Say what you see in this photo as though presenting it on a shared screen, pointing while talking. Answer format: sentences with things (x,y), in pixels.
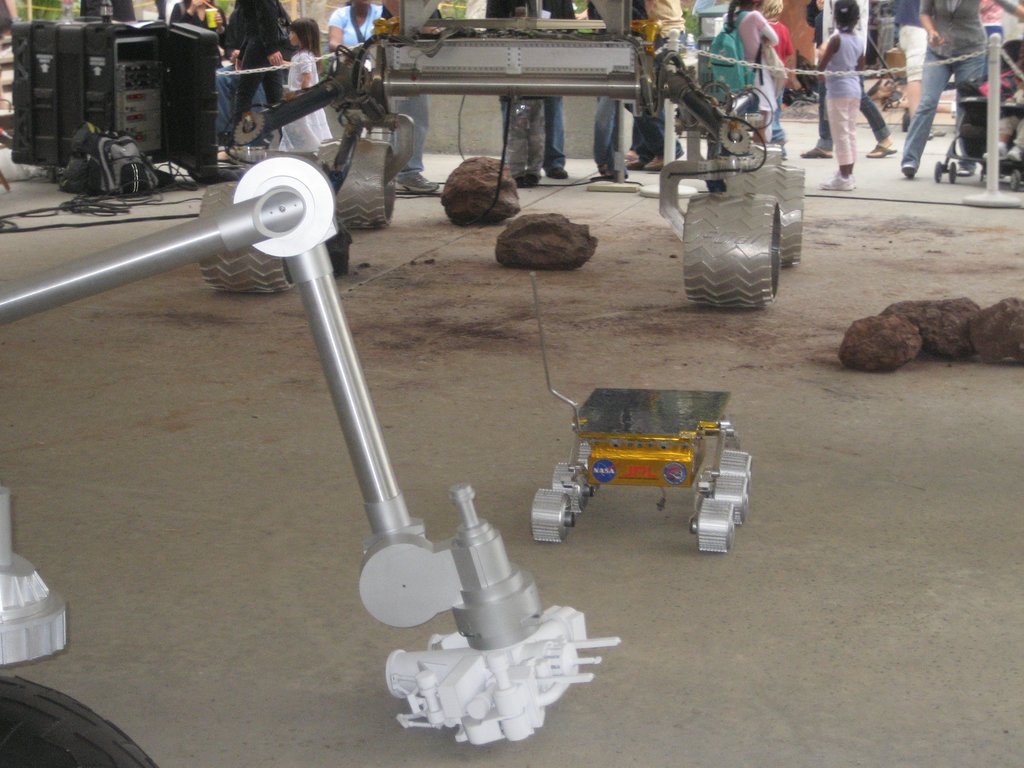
In this image there are some hydraulic toys (338,180) and equipment (261,263) and there are some rocks (564,255) beside them, in the background of the image (286,56) there are a few people (906,38) and there is a chain rod fence (843,73).
